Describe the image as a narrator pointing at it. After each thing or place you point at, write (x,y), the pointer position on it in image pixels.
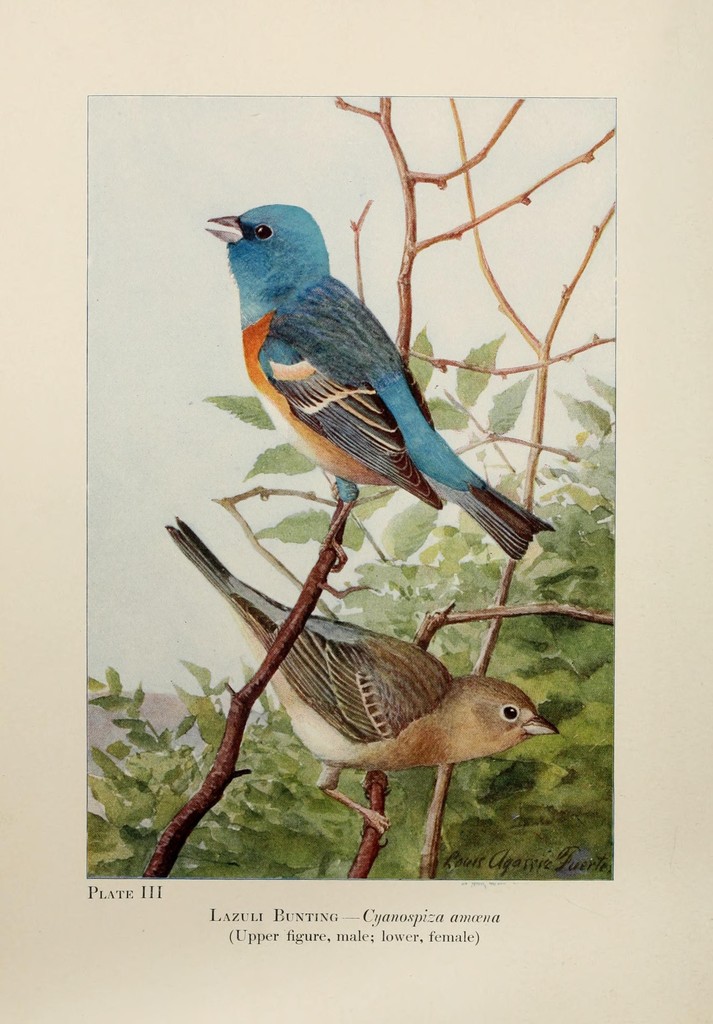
This is a poster and in this poster we can see two birds (411,433) on branches (504,441), leaves (468,802) and at the bottom of this picture (349,912) we can see some text (469,914).
